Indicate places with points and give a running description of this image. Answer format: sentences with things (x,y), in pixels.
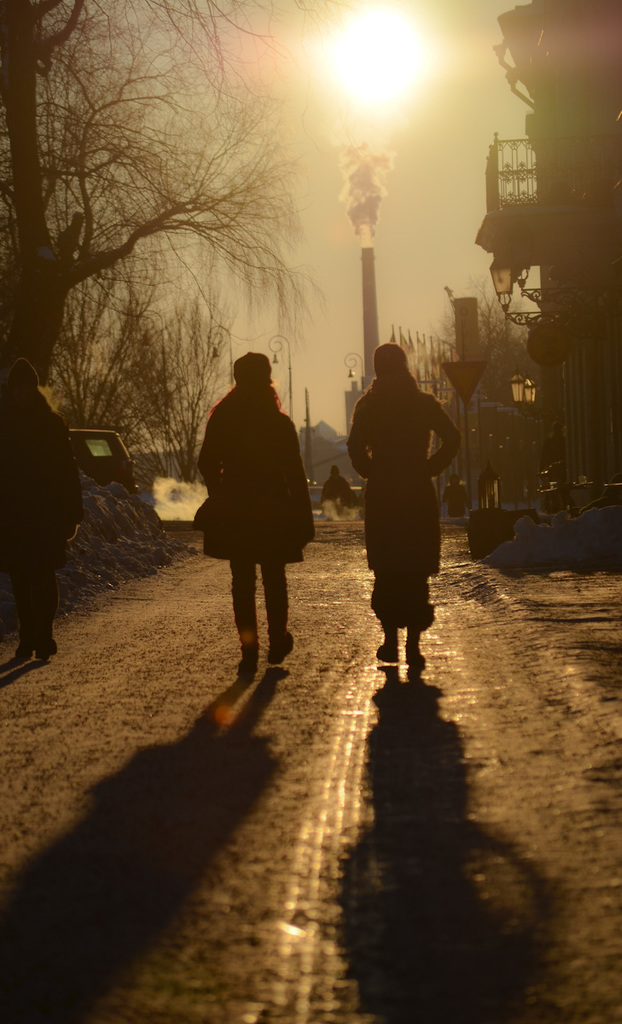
In this image we can see people (47,608) are walking on the road (325,631). There are trees (147,440), poles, smoke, and a building (505,242). In the background (304,171) there is sky (428,149).
